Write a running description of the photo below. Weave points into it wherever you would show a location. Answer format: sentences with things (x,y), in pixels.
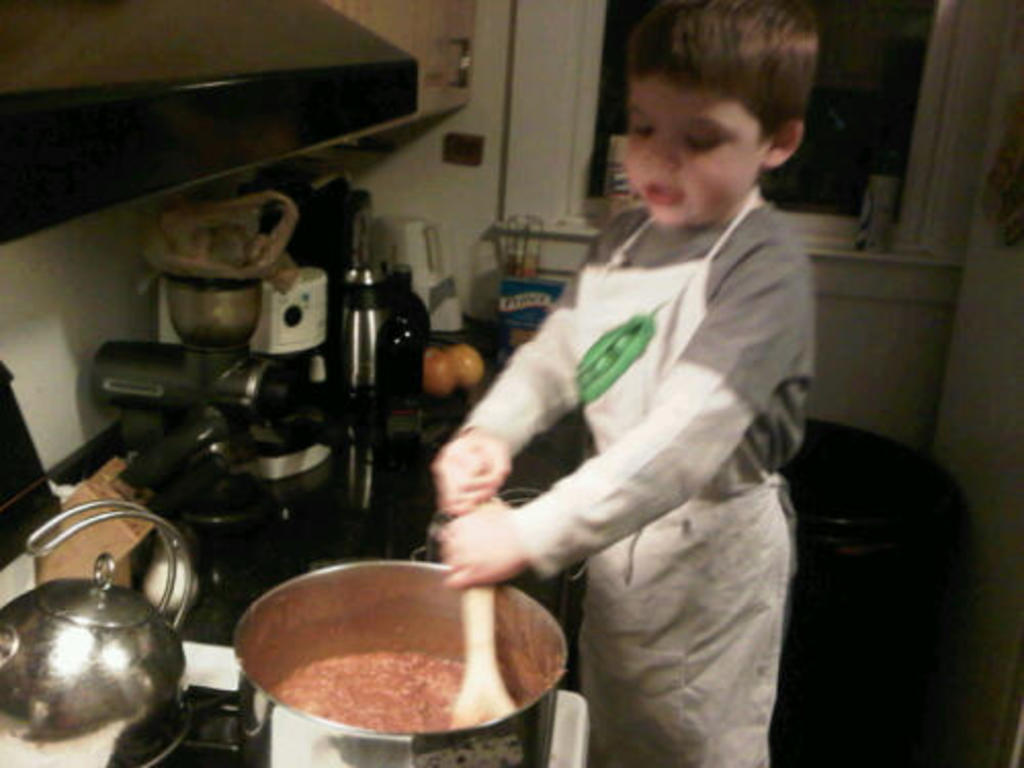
Little boy (660,38) is standing and stirring in a bowl (398,616), it looks like a kitchen room (448,667).
